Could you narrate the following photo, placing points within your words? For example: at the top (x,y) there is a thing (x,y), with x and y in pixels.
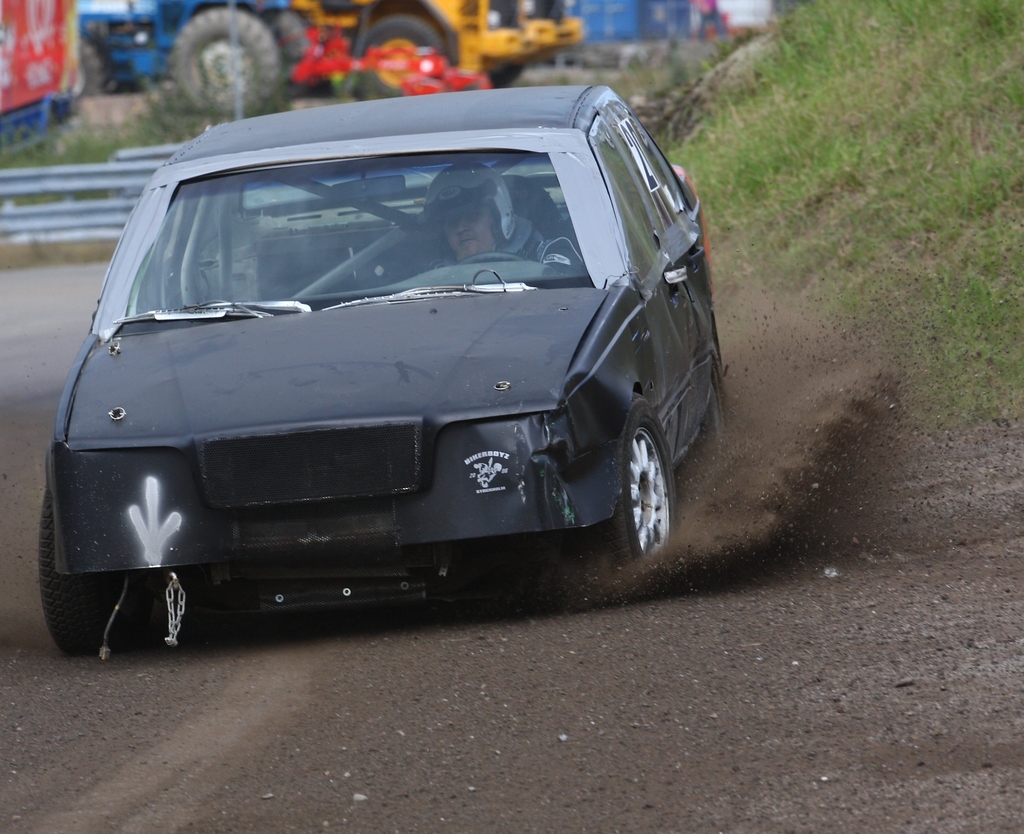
In this picture we can see a vehicle (371,463) with a person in it on the road (781,636) and in the background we can see grass (1020,37), plants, vehicles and some objects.
